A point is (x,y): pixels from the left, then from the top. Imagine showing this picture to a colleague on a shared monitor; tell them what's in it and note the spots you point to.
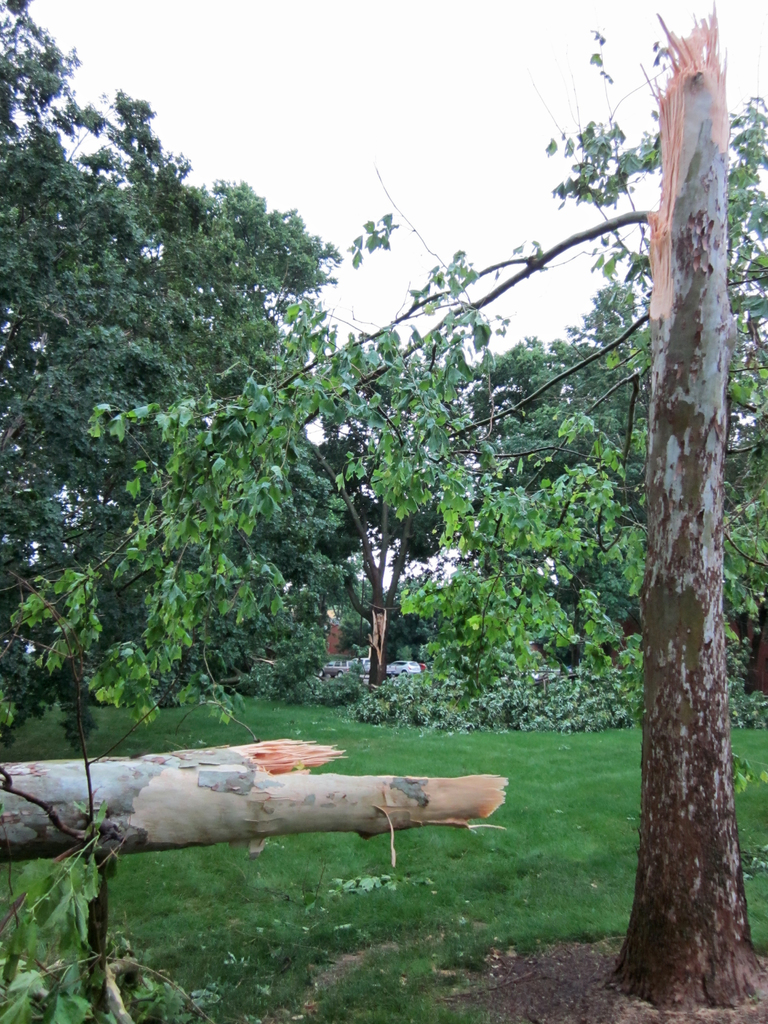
There is a lot of greenery (353,371) with tall trees (676,407), plants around the grass (760,752).
